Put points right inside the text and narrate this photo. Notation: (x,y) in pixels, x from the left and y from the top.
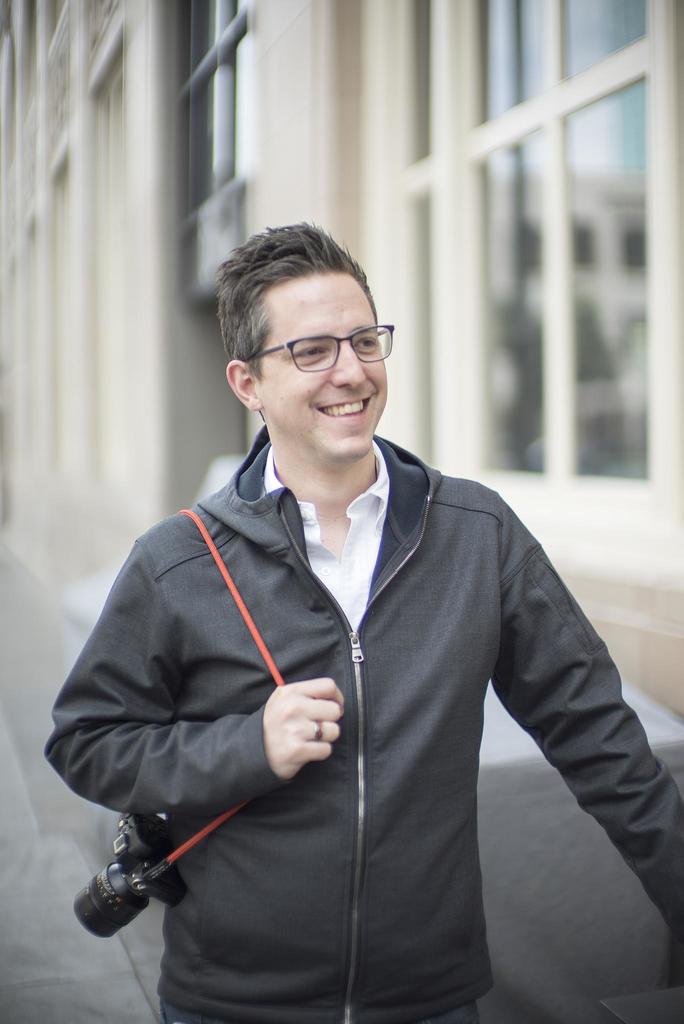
In this image I can see person (353,588) is standing and holding camera (148,858). He is wearing black coat (419,701) and white shirt (348,613). Back Side I can see building (474,169) and glass-windows (591,259).
